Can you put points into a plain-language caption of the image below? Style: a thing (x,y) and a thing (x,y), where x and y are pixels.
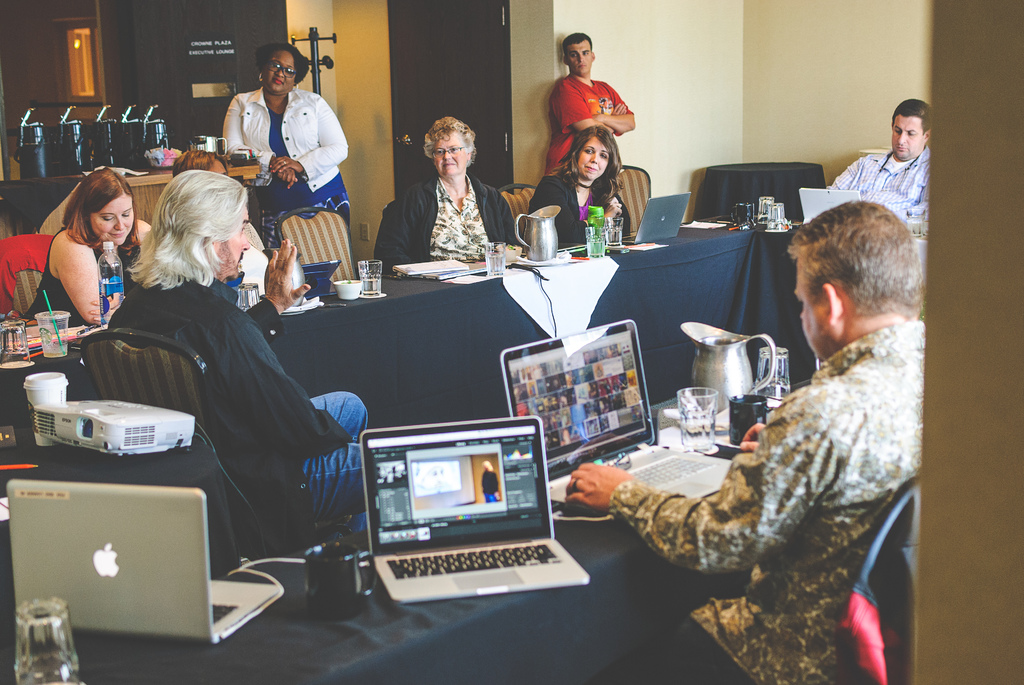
In this picture we can see some people (890,175) are sitting on chairs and two people (573,133) are standing on the floor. In front of the people (304,179) there are tables (630,583) covered with clothes (344,374) and on the table (724,266) there are laptops (590,360), glasses (692,432), cups (733,400), cables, bowl (354,282), jar (539,235) and other items (620,248). Behind the people (270,171) there is a wall (657,51) with a door (437,57) and on the left side of the women (285,127) there are some objects (125,127).
